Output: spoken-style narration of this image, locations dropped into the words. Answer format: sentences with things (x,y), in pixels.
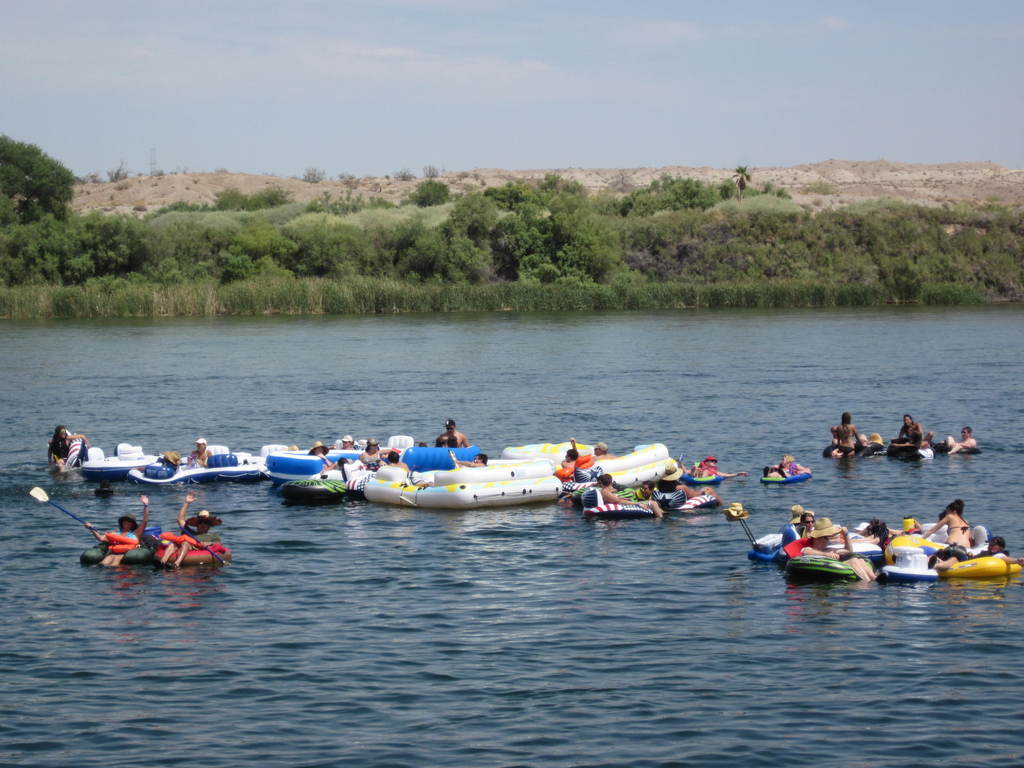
In this picture we can see some people (867,571) on boats (222,474) in water (115,518). There are a few trees (453,253) and some plants (245,196) in the background (336,209). Sky (359,66) is cloudy.
